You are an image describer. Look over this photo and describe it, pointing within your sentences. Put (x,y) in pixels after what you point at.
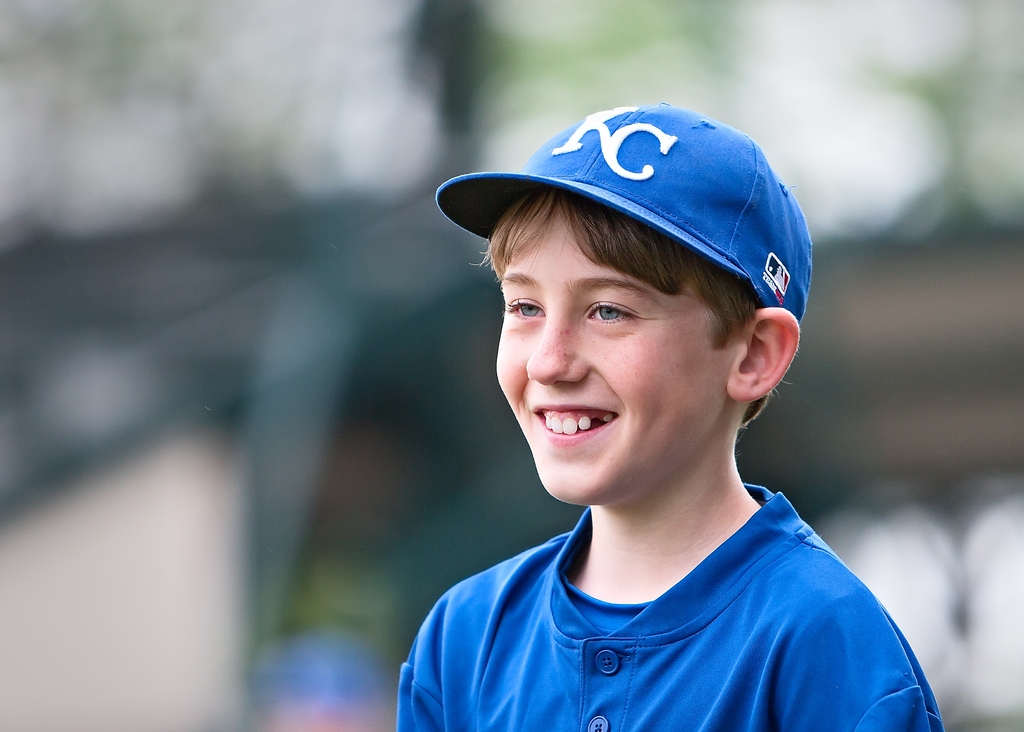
Background (837,58) portion of the picture is blur. In this picture we can see a boy (800,681) wearing a blue t-shirt (762,667) and a blue cap (726,223). He is smiling.
